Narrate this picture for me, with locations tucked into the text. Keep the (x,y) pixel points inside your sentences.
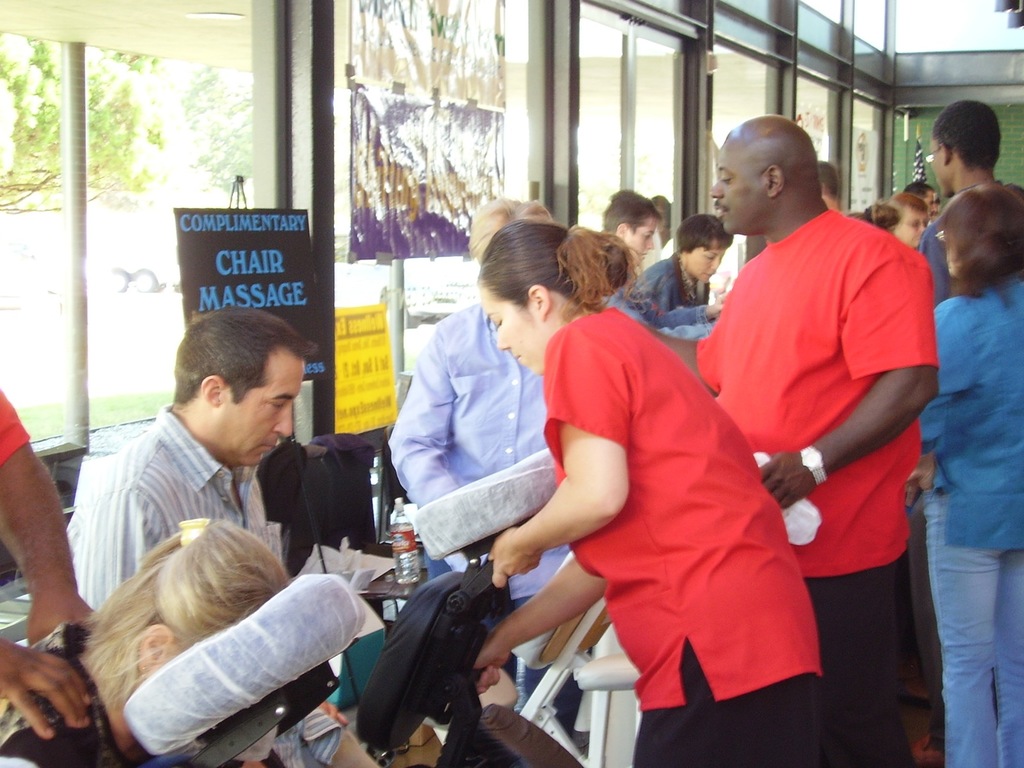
In the center of the image (480,437) some persons (730,423) are standing. In the middle of the image (348,493) we can see a bag (364,495), bottle (402,545), glass (865,117), table (394,583), chair (483,588) are present. In the background of the image (454,223) we can see a tree (43,151), truck (155,261), signboard (262,240), glass (636,114), windows (597,114) are present.
